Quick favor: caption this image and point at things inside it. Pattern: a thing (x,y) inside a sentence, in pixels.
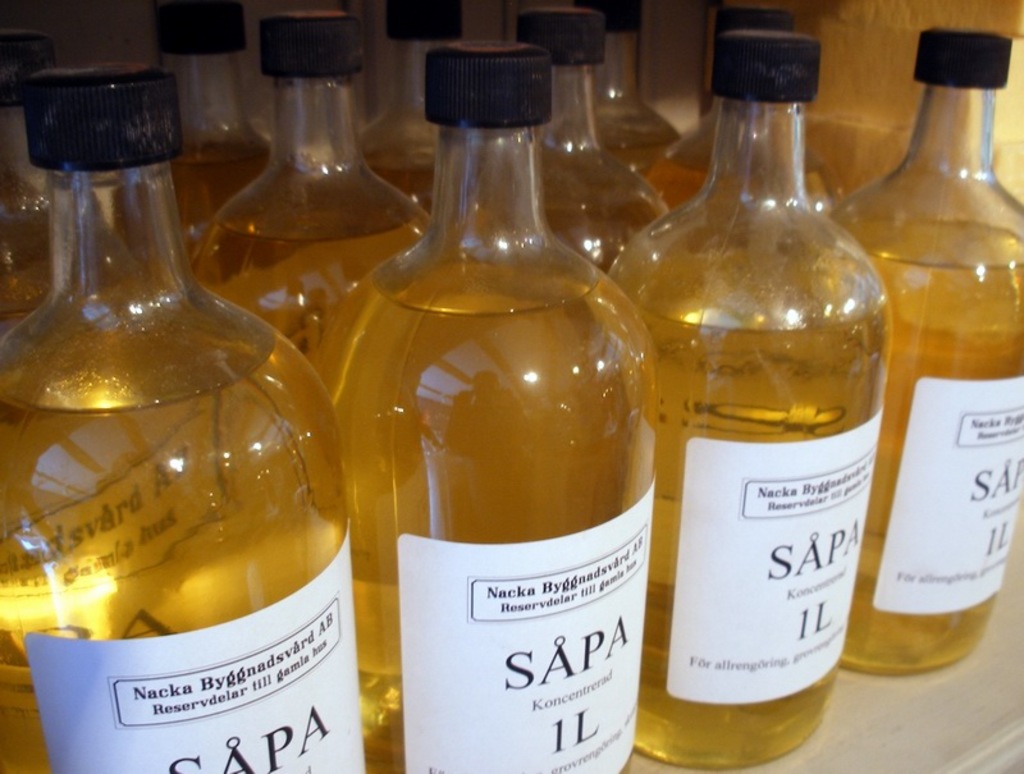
In this image i can see number of bottles (516,291).
